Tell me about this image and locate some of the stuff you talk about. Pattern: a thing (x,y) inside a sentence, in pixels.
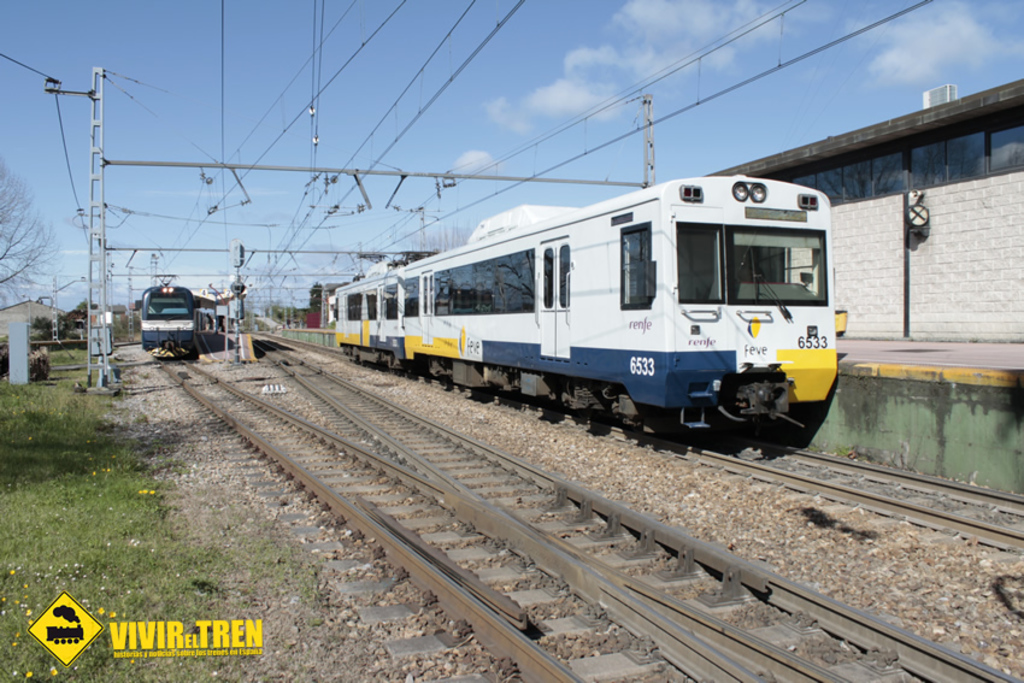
In this picture I can see couple trains (545,335) on the railway tracks (691,581) and I can see trees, buildings (950,326) and text (140,620) at the bottom left corner of the picture (251,642) and I can see a logo (57,620) and a blue cloudy sky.
